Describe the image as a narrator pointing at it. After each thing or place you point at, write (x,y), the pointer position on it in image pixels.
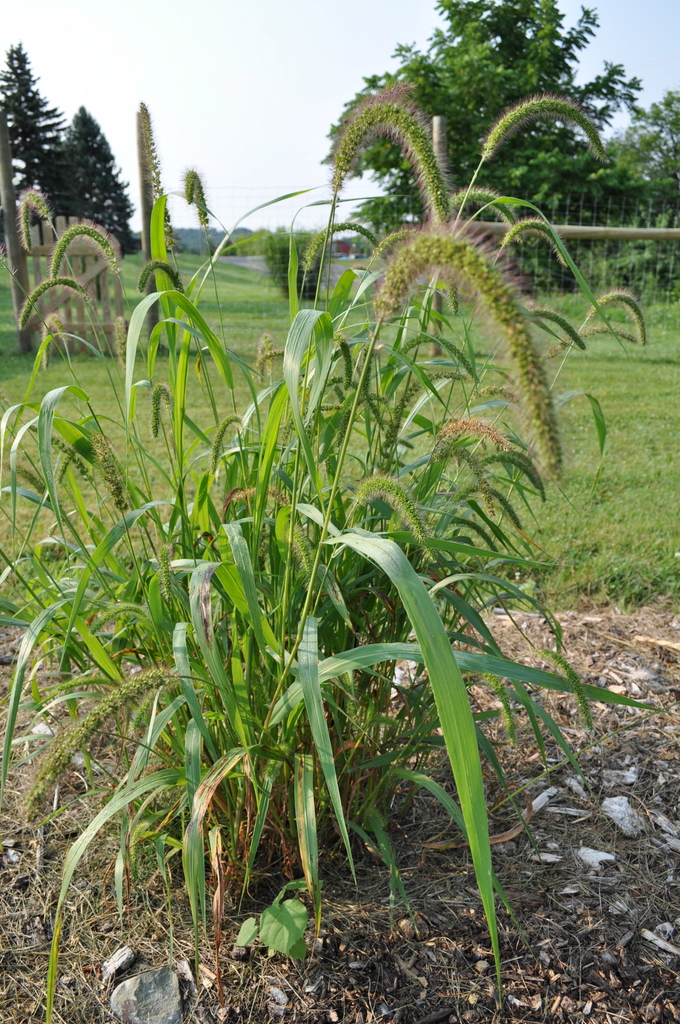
In this picture I can see trees (541,54) and I can see grass (41,366) on the ground (318,1002) and I can see a plant (247,707) and a blue cloudy sky (328,62) and I can see a wooden gate (37,276) in the back (27,282).
